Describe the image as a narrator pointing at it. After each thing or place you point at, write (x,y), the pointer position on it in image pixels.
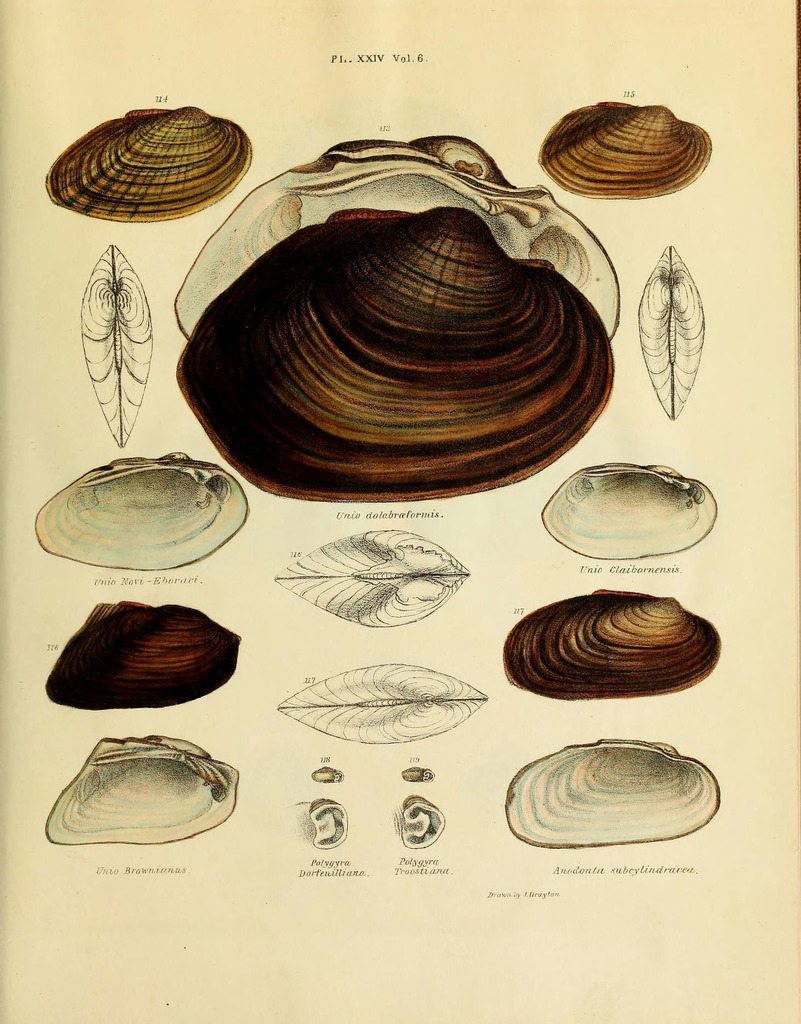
In this image I can see the paper (337,850). On the paper (417,858) I can see the images (333,589) of shells (354,605).
